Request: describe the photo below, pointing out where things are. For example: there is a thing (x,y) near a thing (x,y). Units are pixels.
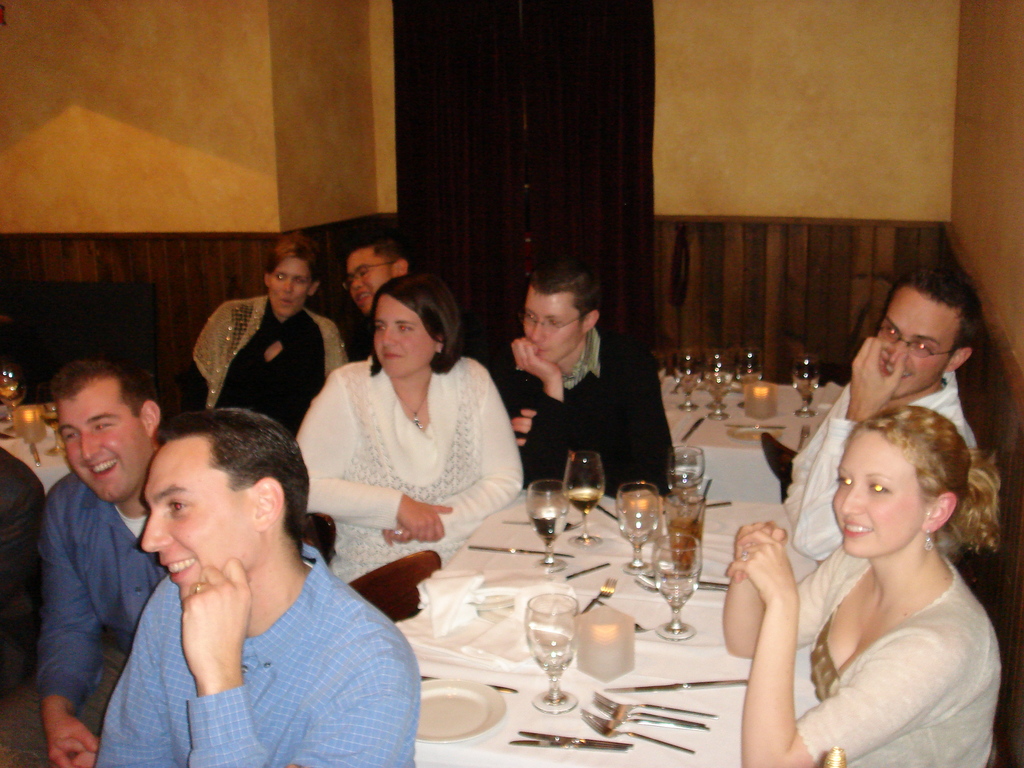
In this image, we can see persons (182,627) in front of the wall (228,110). There are tables (714,438) contains glasses (695,542), knives (772,425) and forks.
